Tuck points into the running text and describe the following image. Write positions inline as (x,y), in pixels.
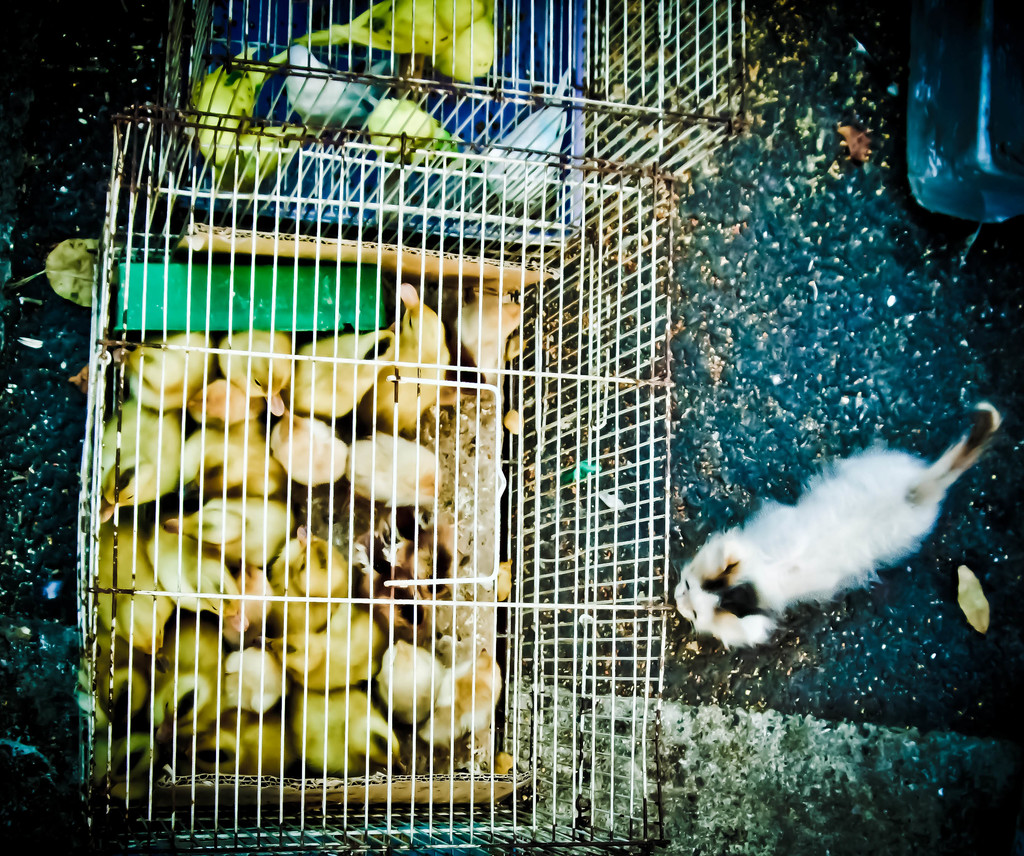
In this image we can see a group of chicks (412,535) in the cages (530,370). We can also see a cat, some dried leaves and an object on the ground (786,320).
